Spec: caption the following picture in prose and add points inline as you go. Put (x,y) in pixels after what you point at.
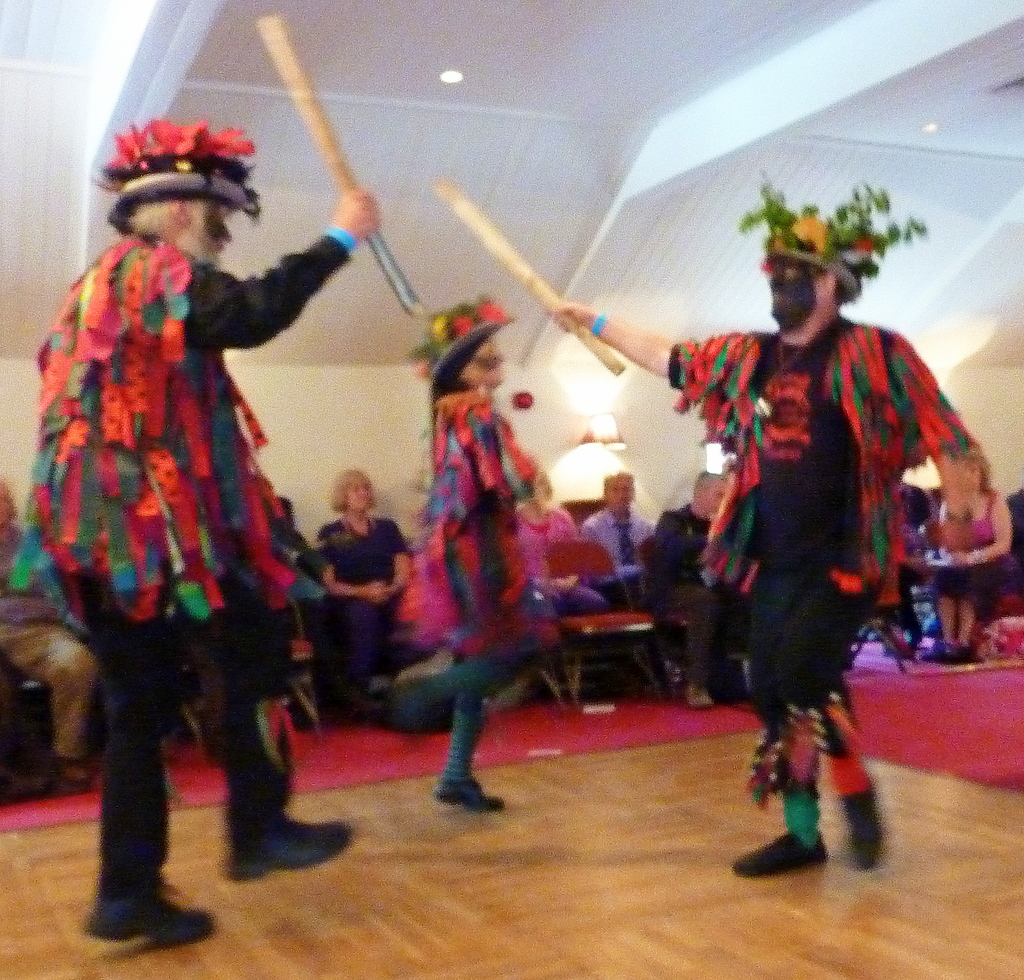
In this image there are three people (435,609) performing a cultural dance by holding sticks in their hands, around them there are a few spectators (354,648) watching them by seated on chairs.
